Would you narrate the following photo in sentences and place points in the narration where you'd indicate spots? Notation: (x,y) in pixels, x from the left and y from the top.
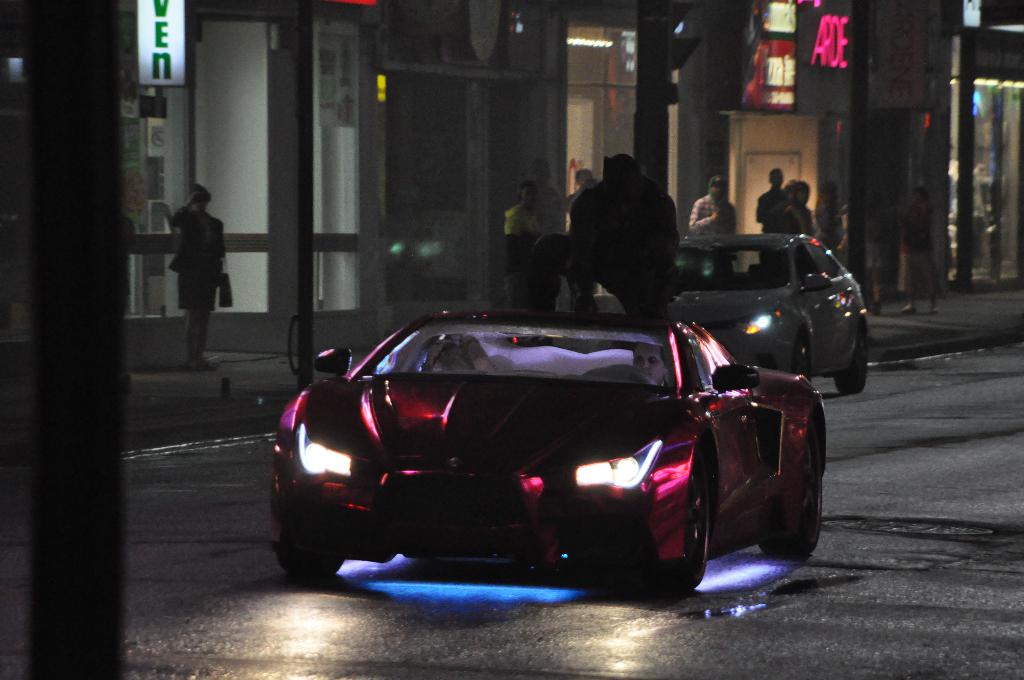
This image consists of two cars (690,311) on the road (381,643). In the background (829,76), there are many people (919,209) and many buildings (407,76). In the front (598,476), the person (582,305) is sitting on the car (552,510).
